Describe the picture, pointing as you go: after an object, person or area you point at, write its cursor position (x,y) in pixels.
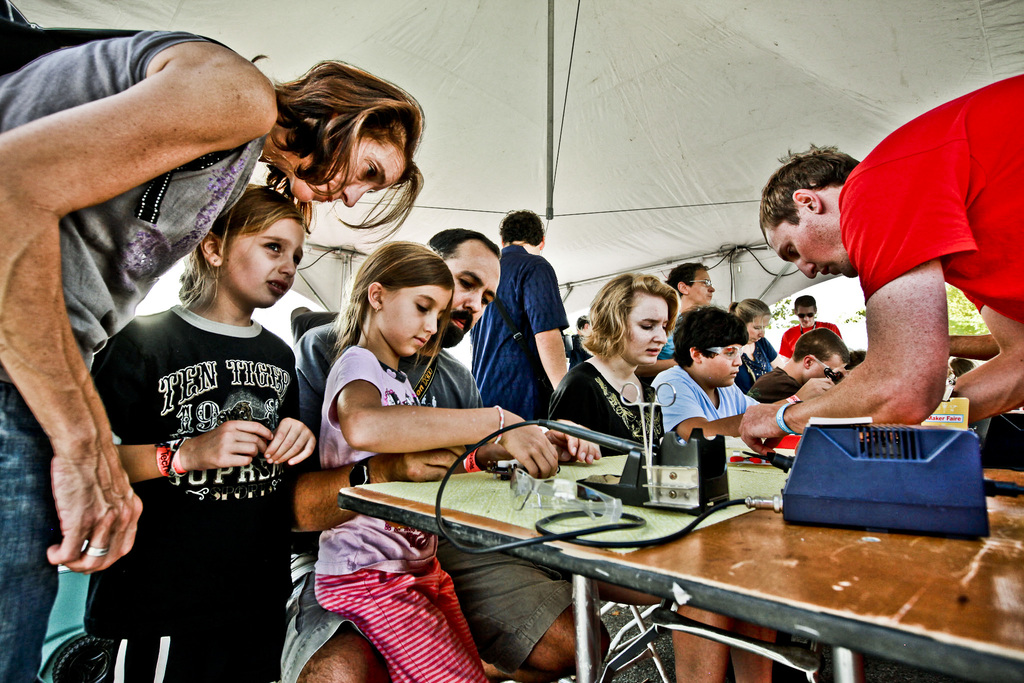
People (245,335) are present. There is a table (738,575) in front of them. On the table (738,575) there is scissors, glasses (602,511) and other objects (934,481). There is a white tent (520,115).
